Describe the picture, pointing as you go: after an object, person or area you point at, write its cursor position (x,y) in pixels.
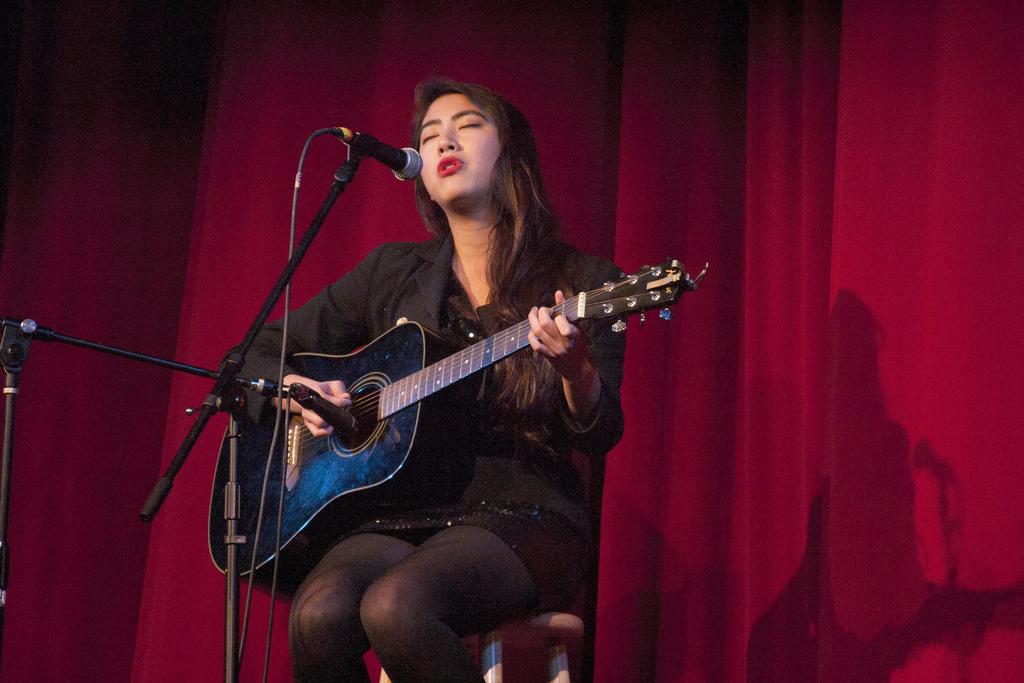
In this picture there is a woman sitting on the chair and holding guitar (402,362) and singing. This is microphone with stand (351,166). This is cable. This is curtain (849,537).
